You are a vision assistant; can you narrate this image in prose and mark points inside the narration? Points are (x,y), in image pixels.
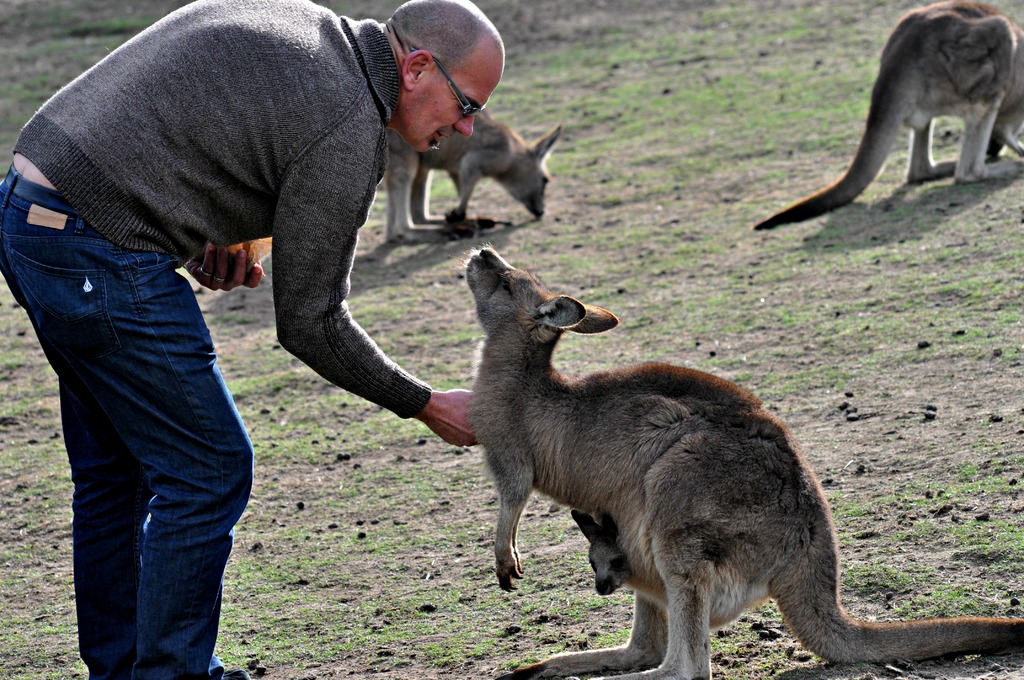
This image consists of three kangaroos (649,420) and a man (303,272). It looks like he is feeding the kangaroo (478,398). At the bottom (423,565), there is ground (418,556).
